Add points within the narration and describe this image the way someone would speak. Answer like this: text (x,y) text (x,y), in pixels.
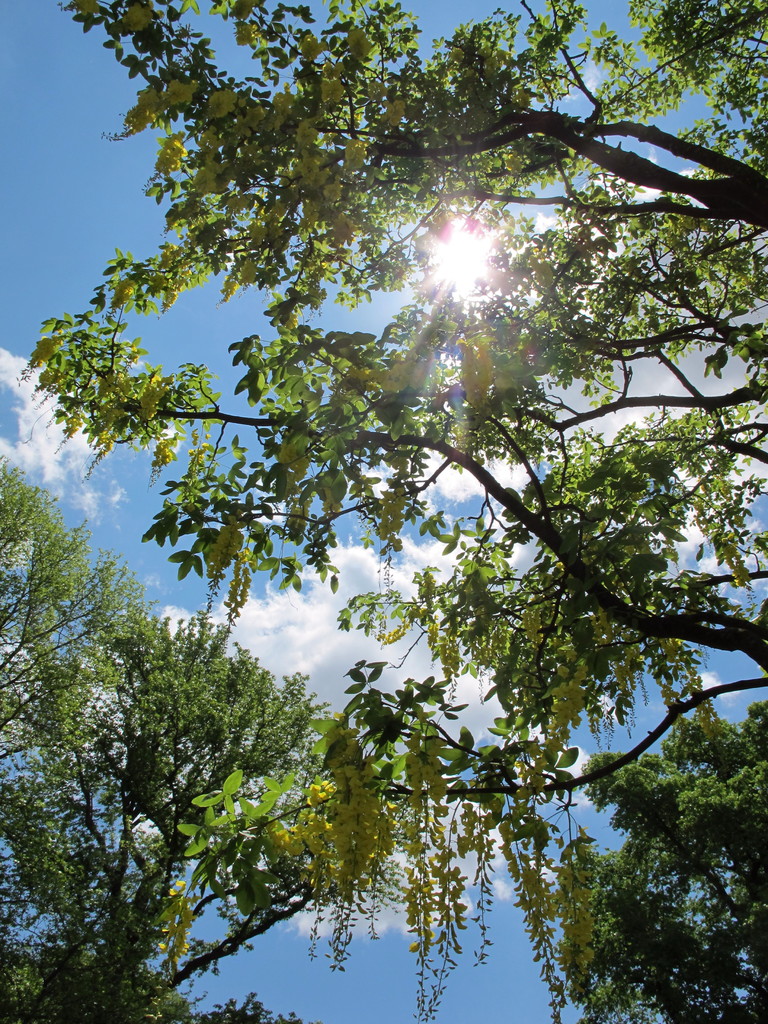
In this image, there is an outside view. In the foreground (529,786), there are some trees (529,786). In the background (217,323), there is a sky (225,332).
